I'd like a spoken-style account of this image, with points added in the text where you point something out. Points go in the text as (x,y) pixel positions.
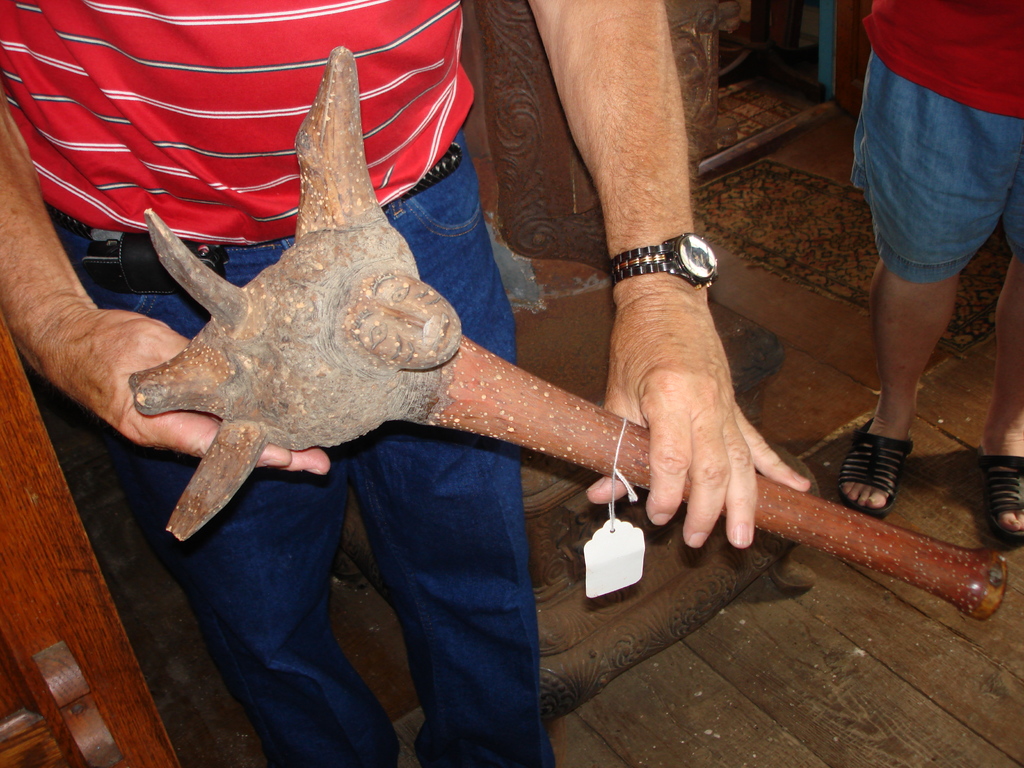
In this picture we can see a watch (623,273), table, tag (595,547) and a man (235,47) holding an object (926,541) with his hands (153,344) and beside him we can see a person (995,41) standing on the floor (738,733) and in the background (543,136) we can see some objects (739,7).
